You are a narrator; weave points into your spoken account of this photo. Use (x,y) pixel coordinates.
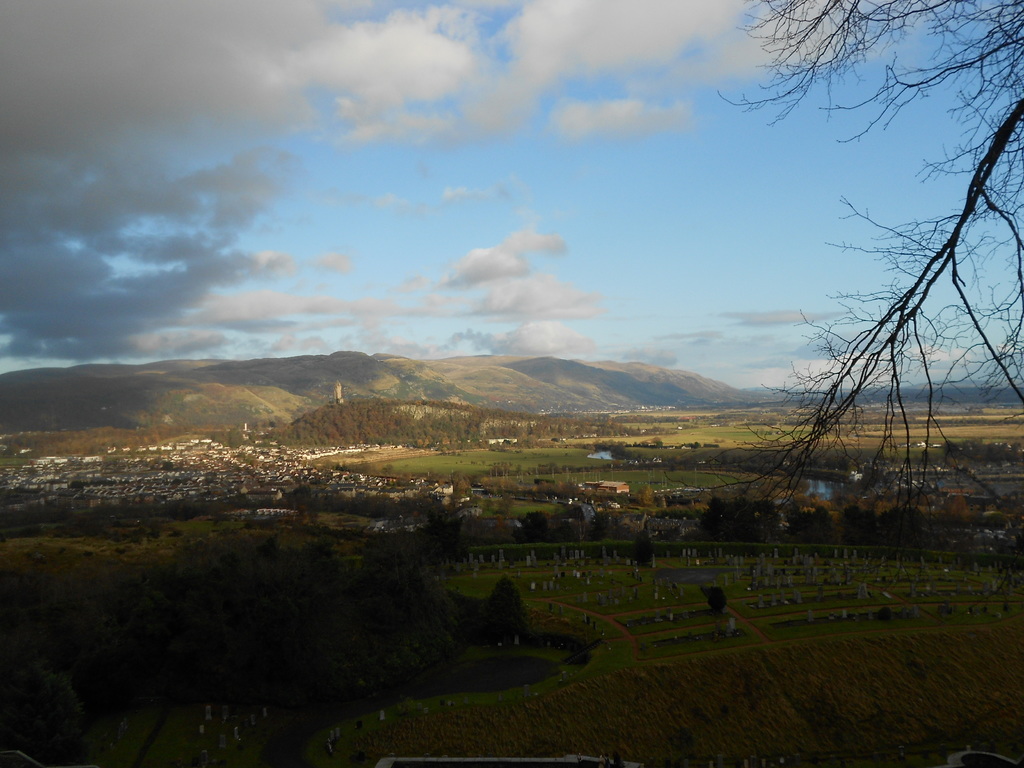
At the bottom of the image (545,539) there is grass (1003,654) and trees (113,526) and buildings (384,524) and hills (390,359). At the top of the image (236,33) there are some clouds (609,7) and sky (173,233).
